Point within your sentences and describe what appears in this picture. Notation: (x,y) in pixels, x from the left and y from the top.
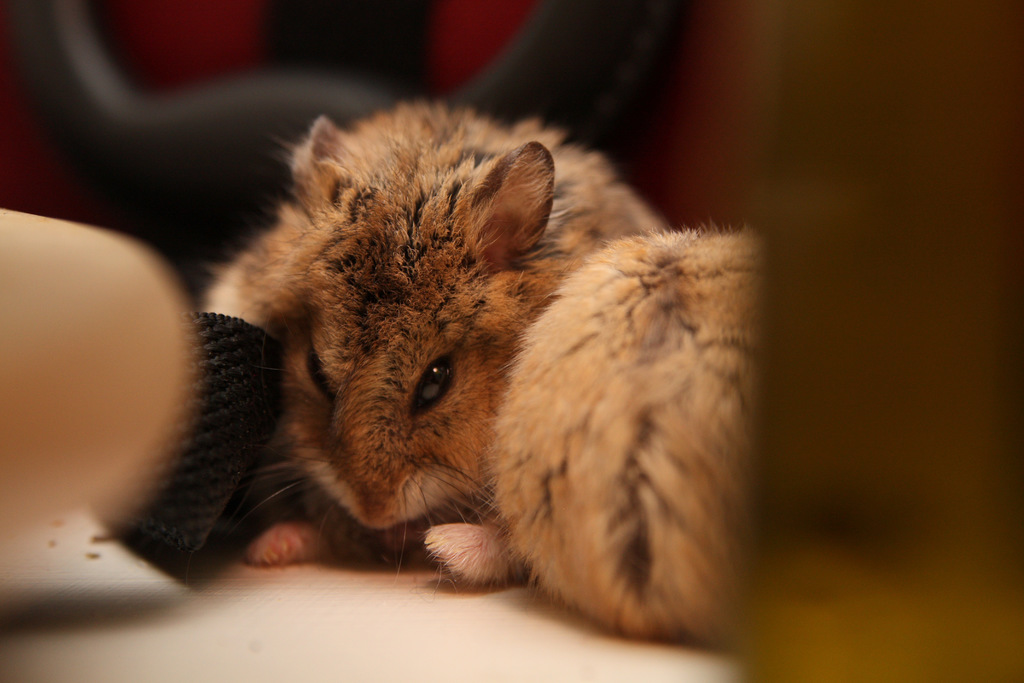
In this image I can see the animals (339,310) which are in brown and black color. These are on the white color surface (405,615). And there is a black and red color background (230,103) and it is blurred.
